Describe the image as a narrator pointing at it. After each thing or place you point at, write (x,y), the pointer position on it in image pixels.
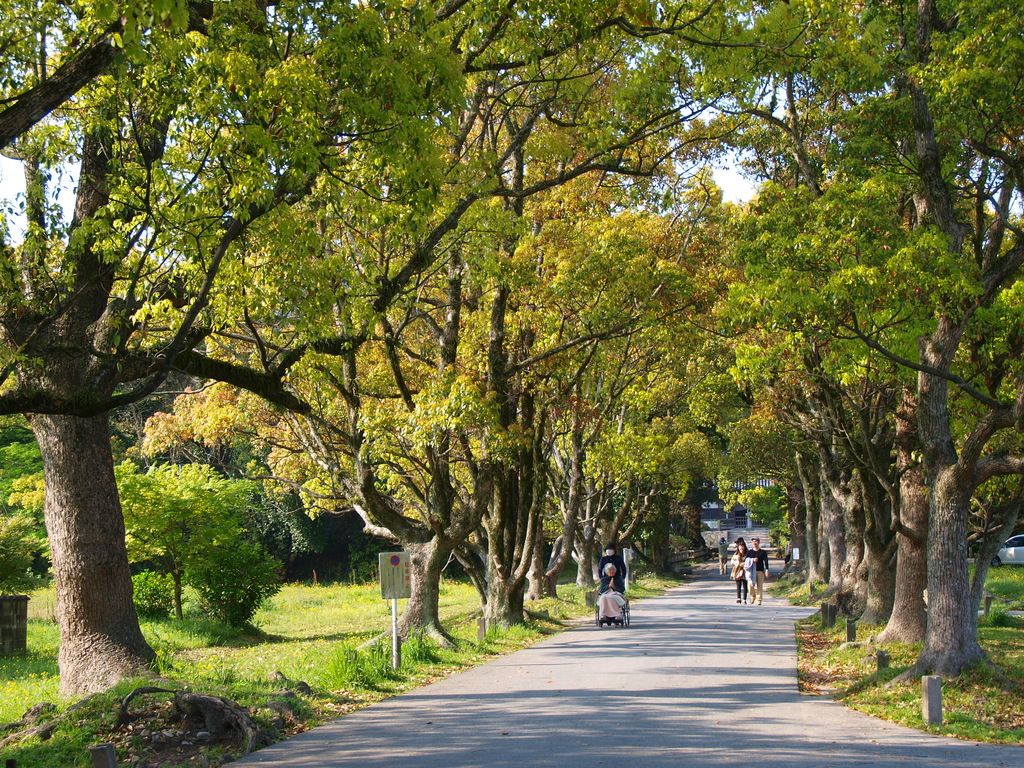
People (741,554) are on the road (676,621). Here we can see a board (398,576). Right side of the image (861,254) and left side of the image (340,543) there are trees (726,388) and grass (284,653). Far there is a vehicle (1010,558).
